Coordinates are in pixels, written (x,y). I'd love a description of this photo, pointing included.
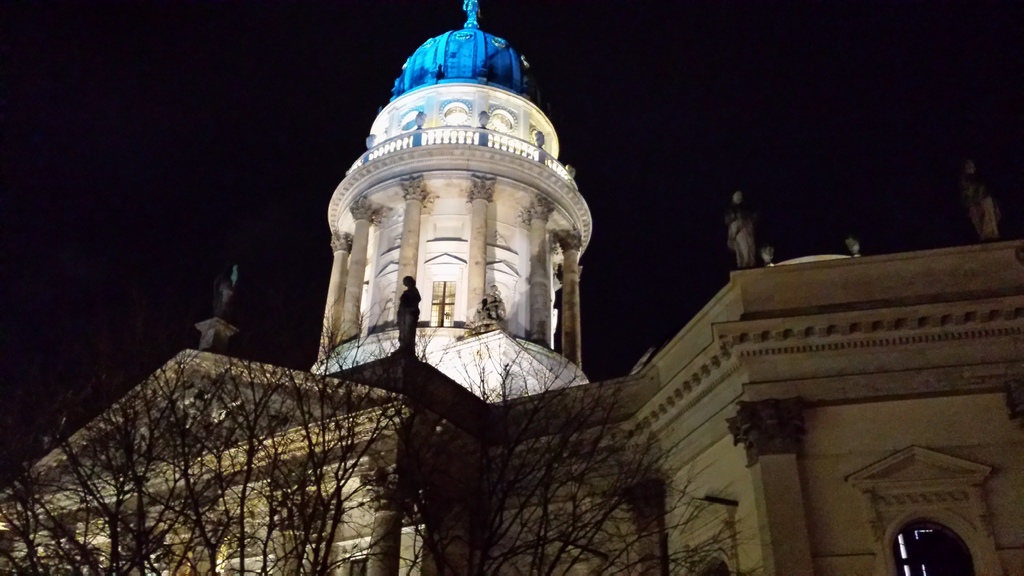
This is an image clicked in the dark. Here I can see a building (510,368) and there are few statues (214,309) on the walls (497,347). At the bottom (92,493) there are some trees (220,493). The background (114,148) is in black color.
